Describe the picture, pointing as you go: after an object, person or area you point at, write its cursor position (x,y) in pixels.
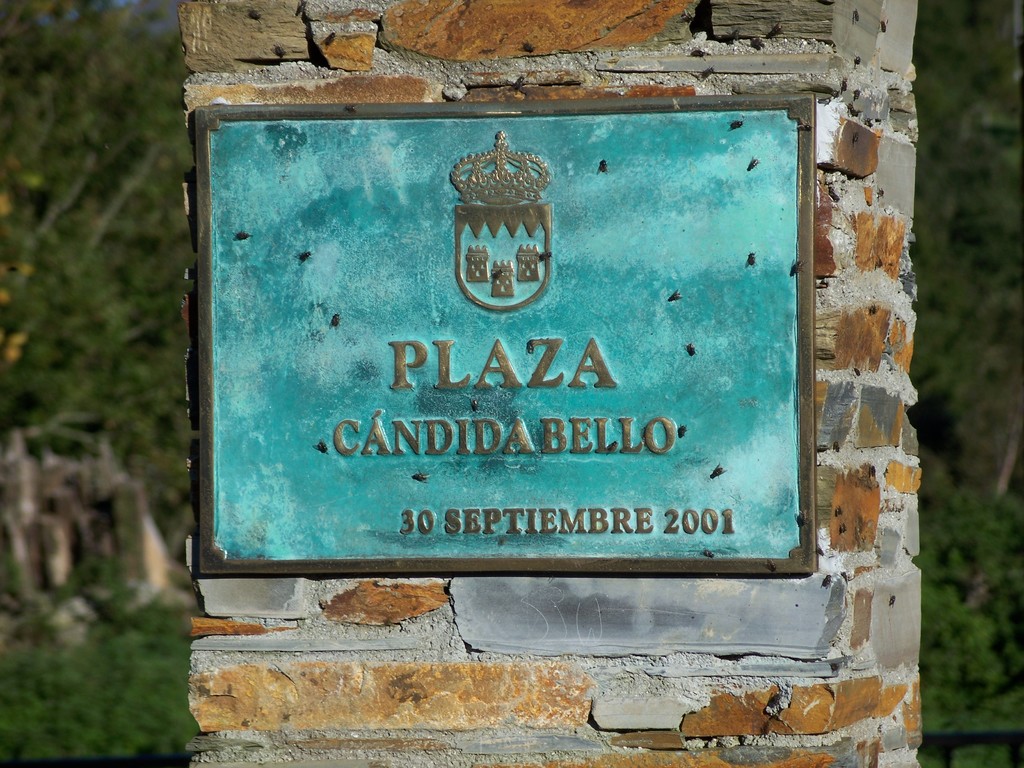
In this image a frame (456,367) is attached to the wall (660,51). Behind there are few trees (941,675).
